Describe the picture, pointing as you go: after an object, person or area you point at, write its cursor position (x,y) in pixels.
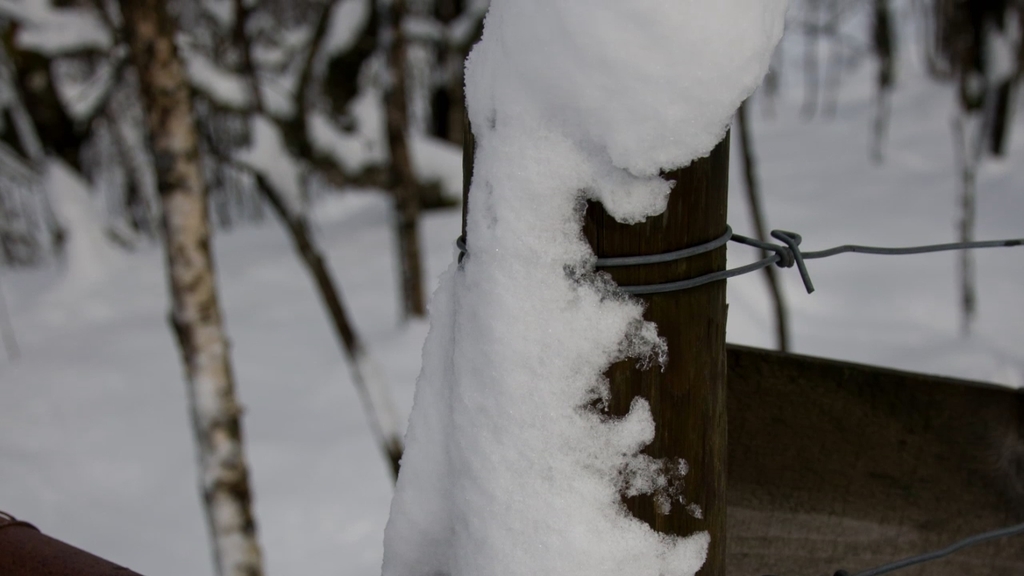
In this picture there is a wooden post (718,572) in the center of the image (641,376), on which there is snow (431,357) and there are trees (317,24) in the background area of the image (329,11), there is snow (788,143) around the area of the image.
